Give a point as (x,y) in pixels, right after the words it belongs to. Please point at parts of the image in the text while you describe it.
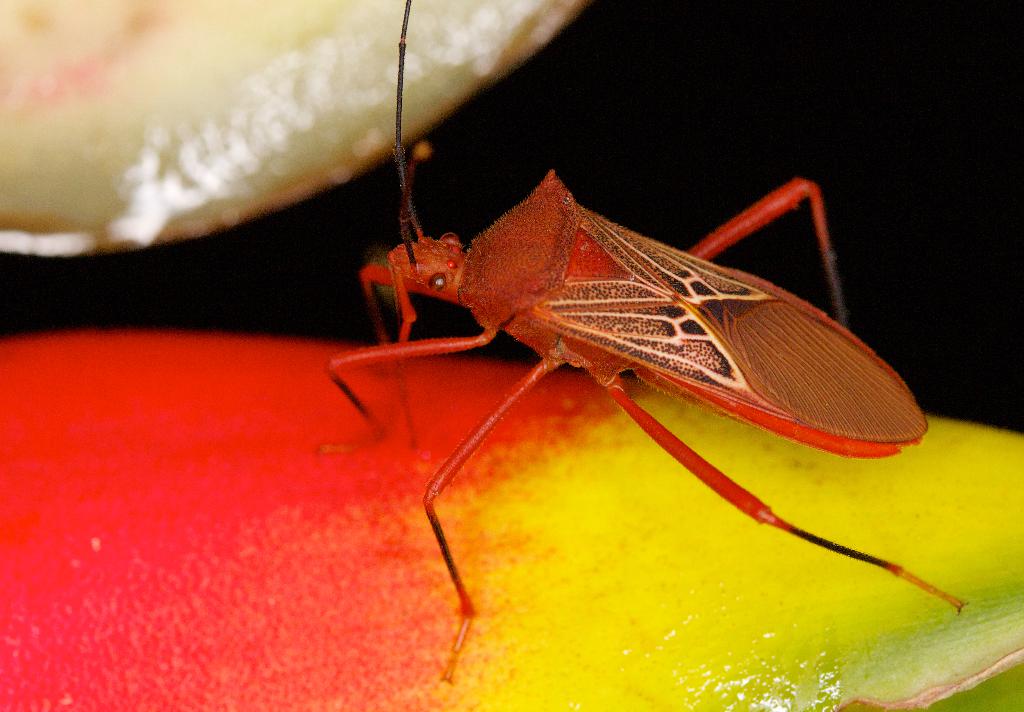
Here we can see an insect (478,315) on an object (565,528). In the background (239,130) image is not clear.
